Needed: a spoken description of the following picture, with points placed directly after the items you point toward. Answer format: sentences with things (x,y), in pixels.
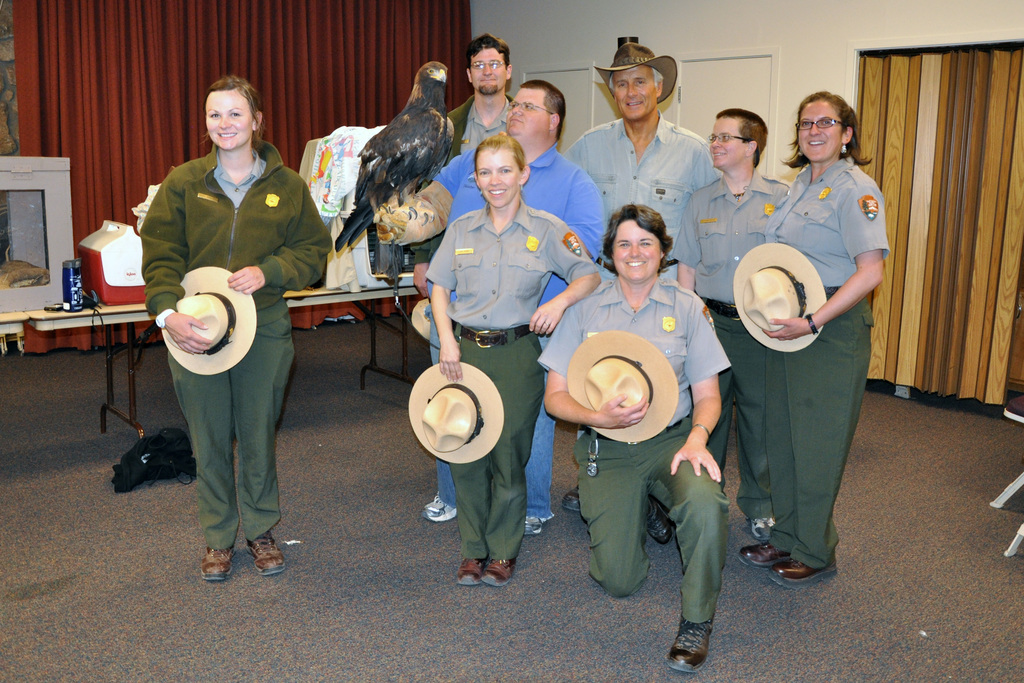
This image is clicked in a room (399,511). There are eight persons (641,328), one person (307,278) standing aside and remaining are standing in group. A person (693,312) in the center (575,324) is in a squatting position and holding a hat (647,354), there are two persons (508,242) besides her, holding hats (486,406). There is a man (554,165), he is wearing a blue t shirt (569,198) and holding a eagle (374,151). In the left side (156,309) there is a woman (315,218), she is wearing a green jacket (200,222) and holding a hat (213,318), behind her there is a table (125,313), on the table (382,293) there is a carrier (34,280), bottle (74,306) and a cooler (95,277). In the background (157,101) there is a curtain (249,24) and a wall (595,41).
